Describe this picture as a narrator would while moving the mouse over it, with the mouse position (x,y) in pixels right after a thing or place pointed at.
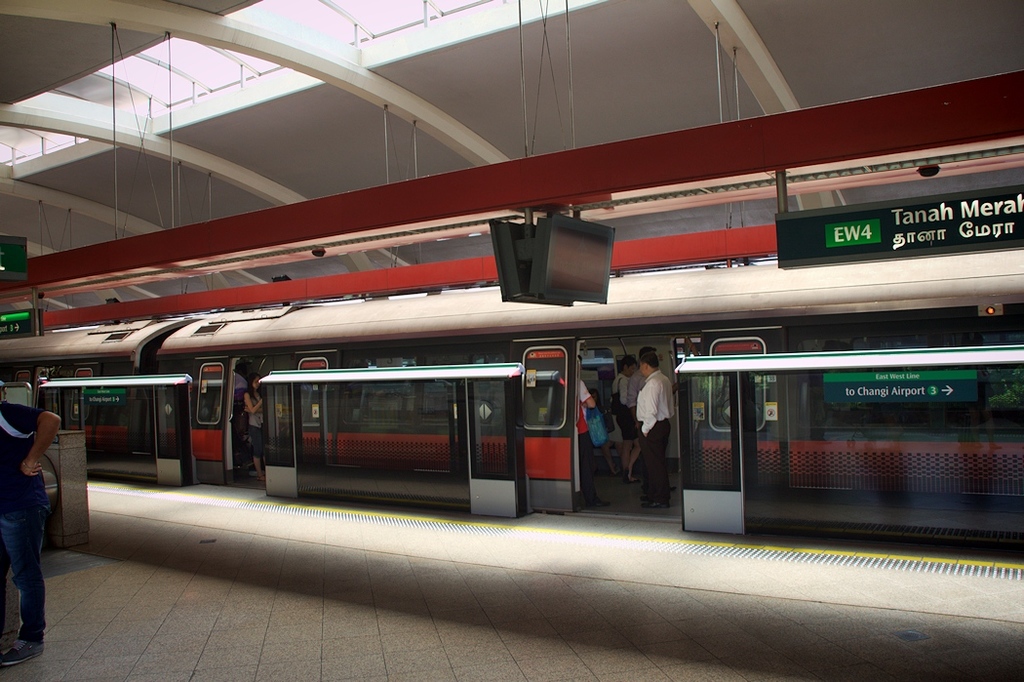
This picture shows a train (406,384) and we see a platform (505,553) and a display board (1012,207) and we see a man (22,486) Standing and we see few people (627,429) in the train (608,468).
